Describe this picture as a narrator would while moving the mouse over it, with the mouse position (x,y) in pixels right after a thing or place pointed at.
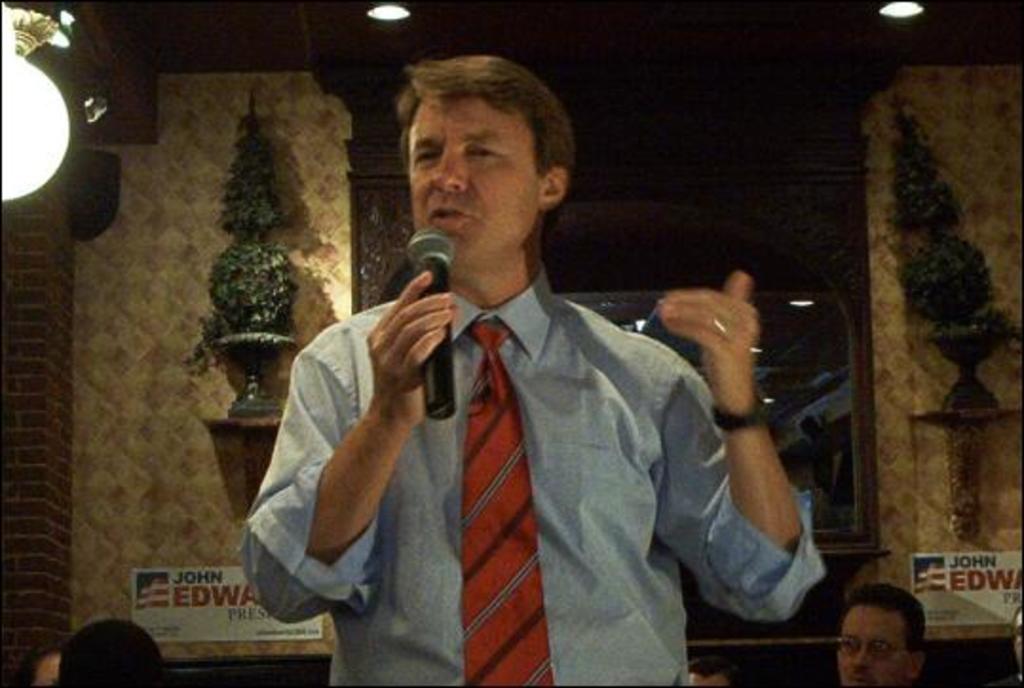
There is a person (400,414) holding mic (427,385) and talking. In the back (200,322) there is a wall (904,460) with some stand (238,431). On that there are some decorative items (927,205). On the ceiling (907,30) there are lights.
